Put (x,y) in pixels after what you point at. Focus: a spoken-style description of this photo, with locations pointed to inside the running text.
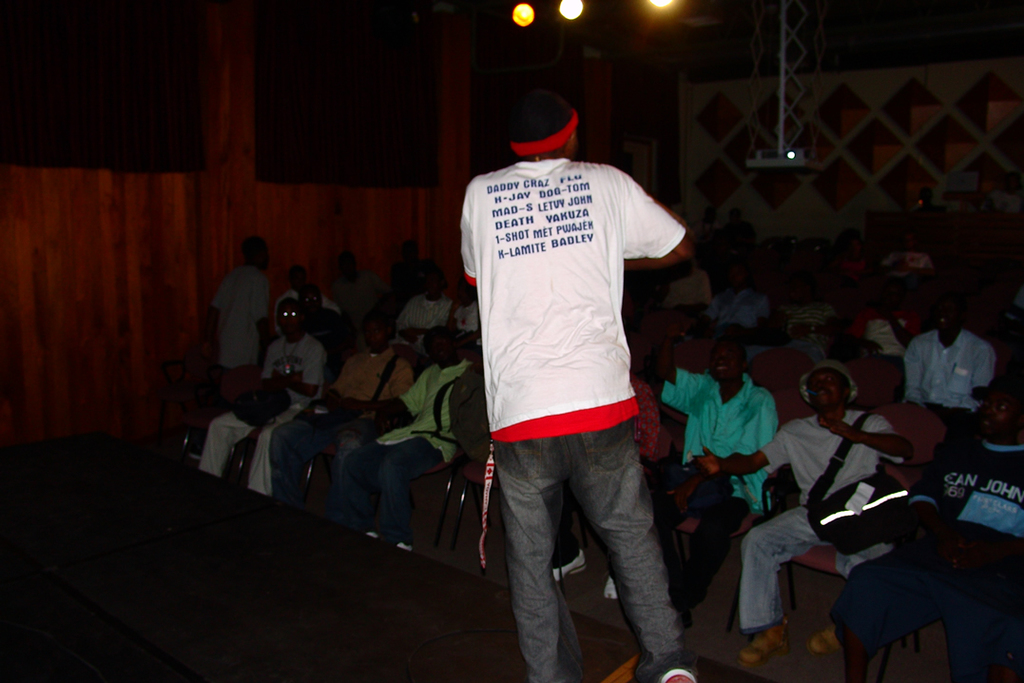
In this image I can see a person (551,359) wearing white, red and black colored dress (552,388) is standing and number of persons (735,449) are sitting on chairs (784,356) in front of him. In the background (804,158) I can see a projector (787,155) to the metal rod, the black and brown colored wall (197,135) and few lights (574,5).
